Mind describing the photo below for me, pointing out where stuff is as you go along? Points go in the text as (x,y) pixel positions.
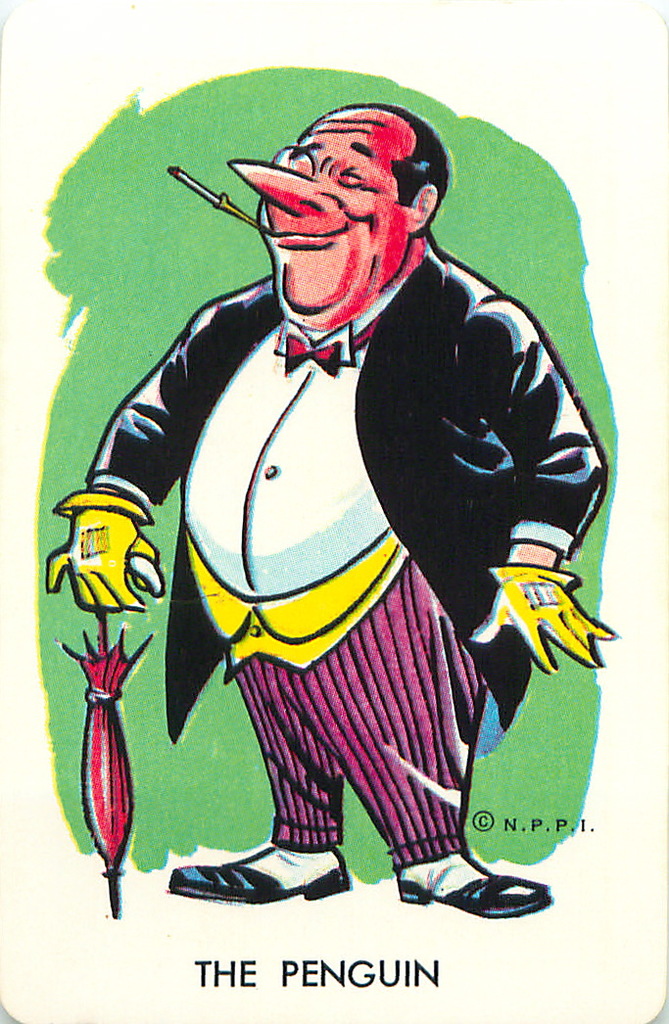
In this picture I can see a cartoon image of a man (352,745) and I can see text (285,964) at the bottom of the picture (290,975).
